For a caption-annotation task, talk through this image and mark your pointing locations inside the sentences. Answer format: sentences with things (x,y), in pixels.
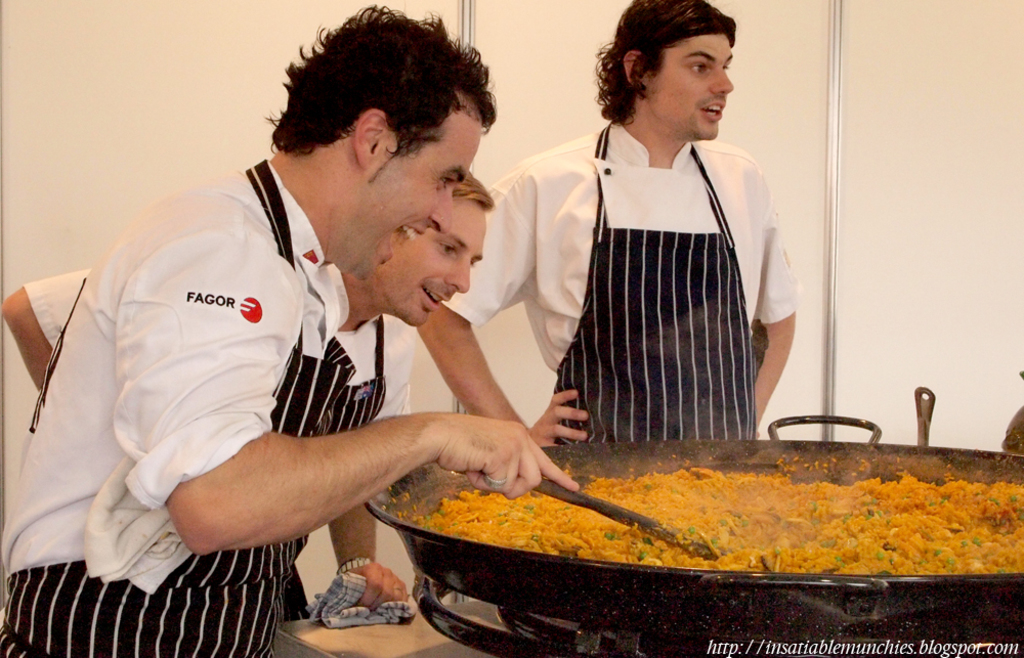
In this image we can see a person (253,466) cooking food (761,566) in a pan (597,478) and holding a stick (603,508). And the other person (373,585) holding a cloth (359,612) and we can see a person (726,313) standing near the wall (92,122). At the bottom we can see a text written on the image.
